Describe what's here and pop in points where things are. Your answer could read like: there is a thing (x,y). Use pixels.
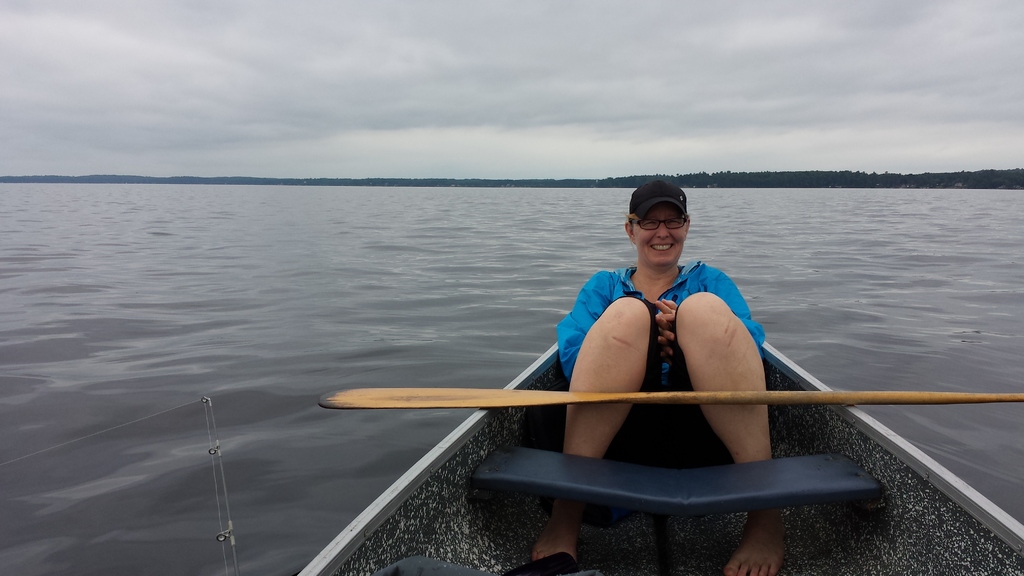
In this image I can see the person (689,421) sitting in the boat (651,524) and wearing the blue color dress (682,284) and cap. I can also see the paddle (670,397). The boat (653,509) is on the water (387,324). In the background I can see many trees (795,184), clouds (458,174) and the sky (381,62).
